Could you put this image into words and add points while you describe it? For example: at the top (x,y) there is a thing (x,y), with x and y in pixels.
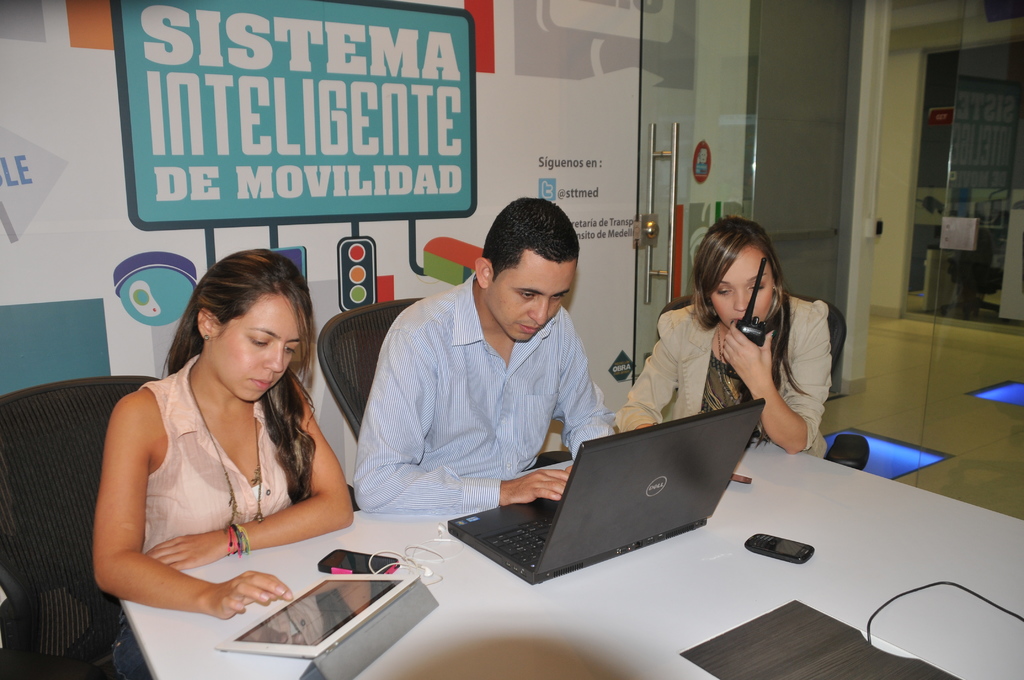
In this image there is a table (1011,543), on that table (451,594) there are mobiles (770,542), laptop (544,527), tab (327,626), behind the table (275,549) there are three persons (454,491) sitting on chairs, one person (666,332) is holding a walkie-talkie (742,338) in hand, in the background (336,58) there is a poster (589,253) on that there is some text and there is a glass door (826,54).
